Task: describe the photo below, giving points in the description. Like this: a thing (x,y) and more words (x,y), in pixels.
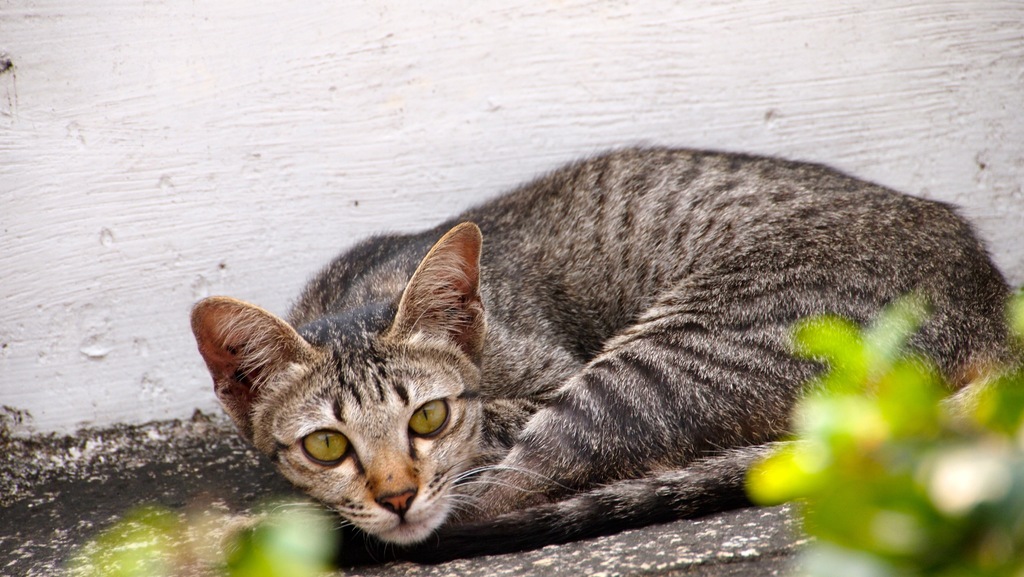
In this picture we can see a cat (590,481) lying on the ground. A wall (712,95) is visible in the background (457,121).
